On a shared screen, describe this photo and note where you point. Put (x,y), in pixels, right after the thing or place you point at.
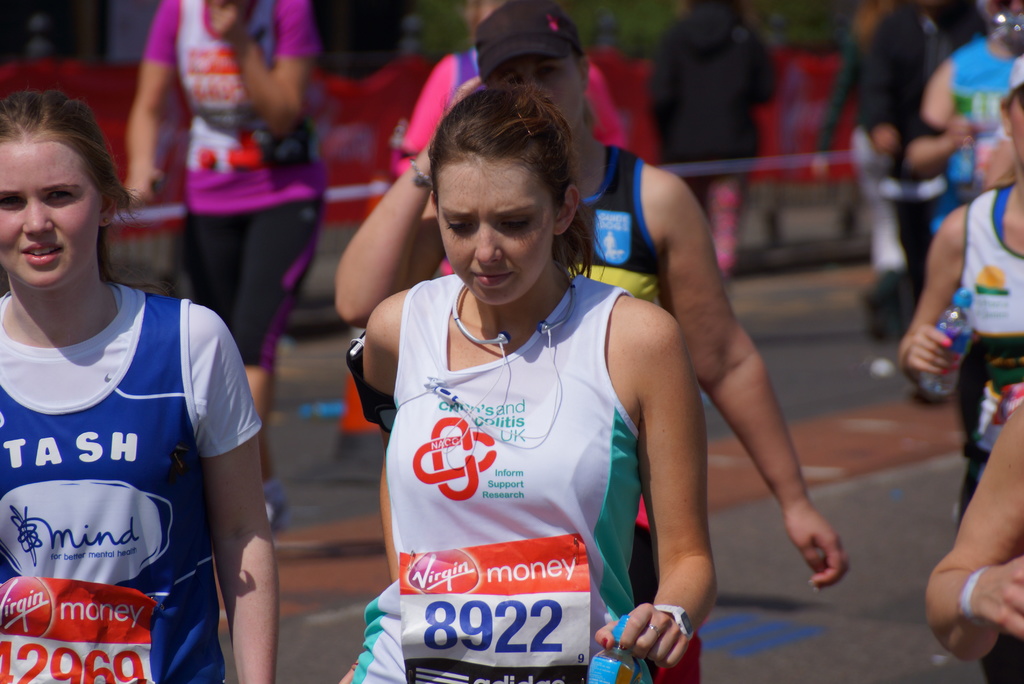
In this picture I can see few women (562,414) walking and couple of them holding water bottles (595,668) in their hands (928,340) and I can see few people (746,72) in the back (746,72).
